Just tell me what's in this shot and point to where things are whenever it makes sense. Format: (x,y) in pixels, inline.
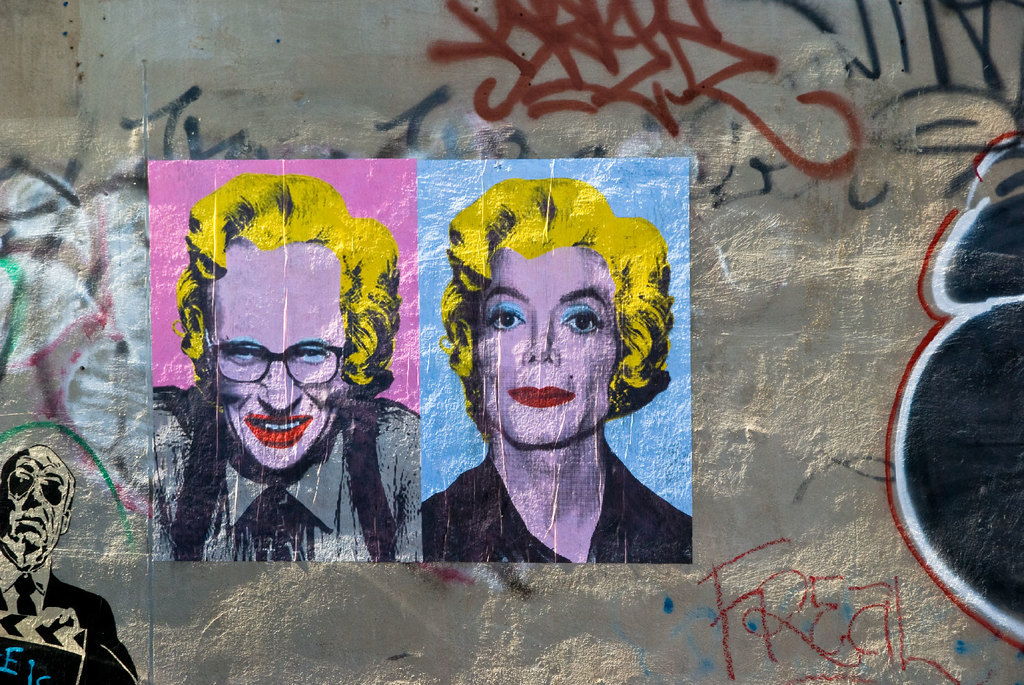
In the center of the image (616,257) there is a painting (376,272) on the wall (738,218).
